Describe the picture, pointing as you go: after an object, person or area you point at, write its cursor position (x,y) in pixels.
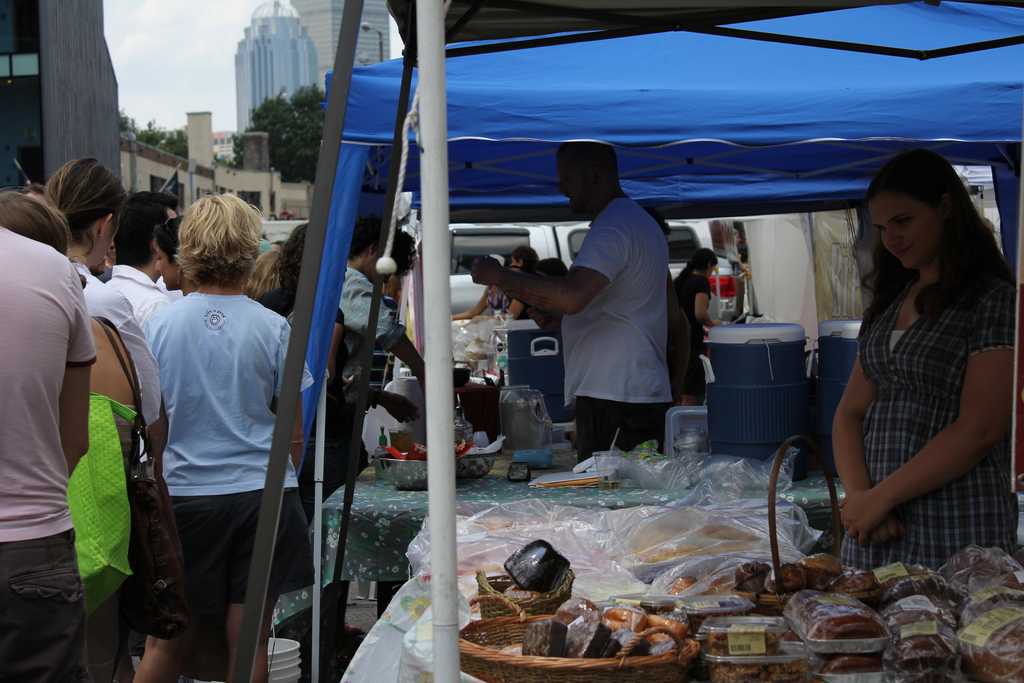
In this image there are a few people (1009,522) behind a table (897,638) and there are many objects (735,588) on it, in front of them there is a group of people (376,220) and in the background (319,0) there are buildings (333,38) and vehicles (729,300).
